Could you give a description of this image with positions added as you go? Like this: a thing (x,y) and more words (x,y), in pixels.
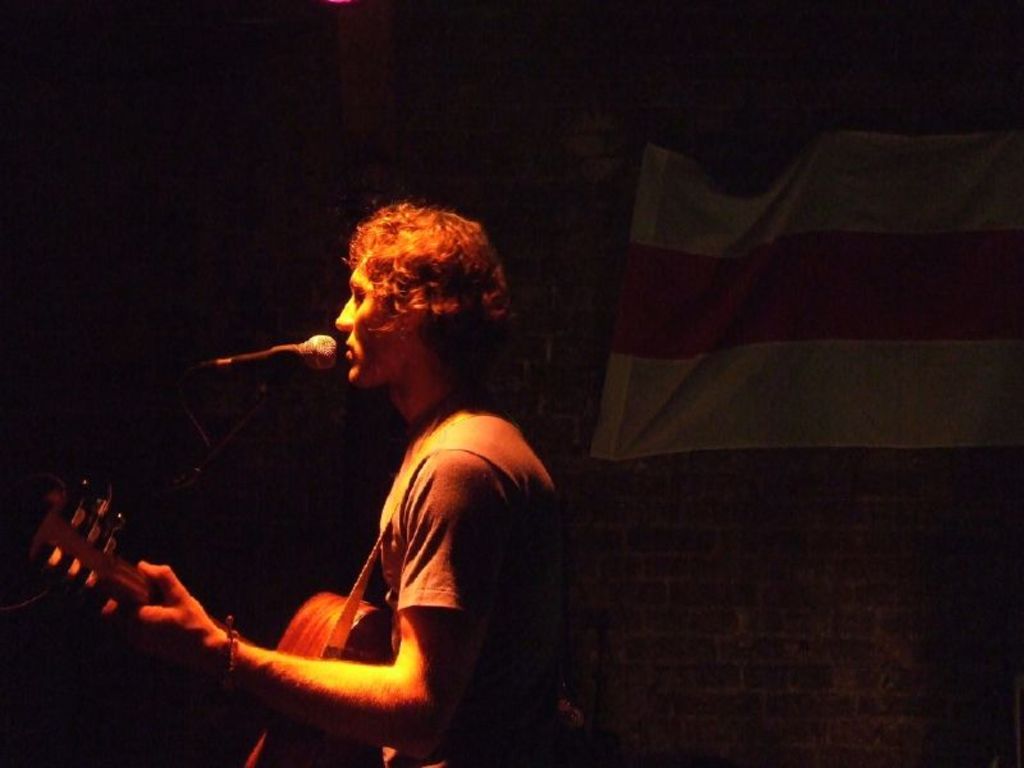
In this picture we can see a man (497,463) who is in front of mike (297,351) and he is playing guitar (292,625).
